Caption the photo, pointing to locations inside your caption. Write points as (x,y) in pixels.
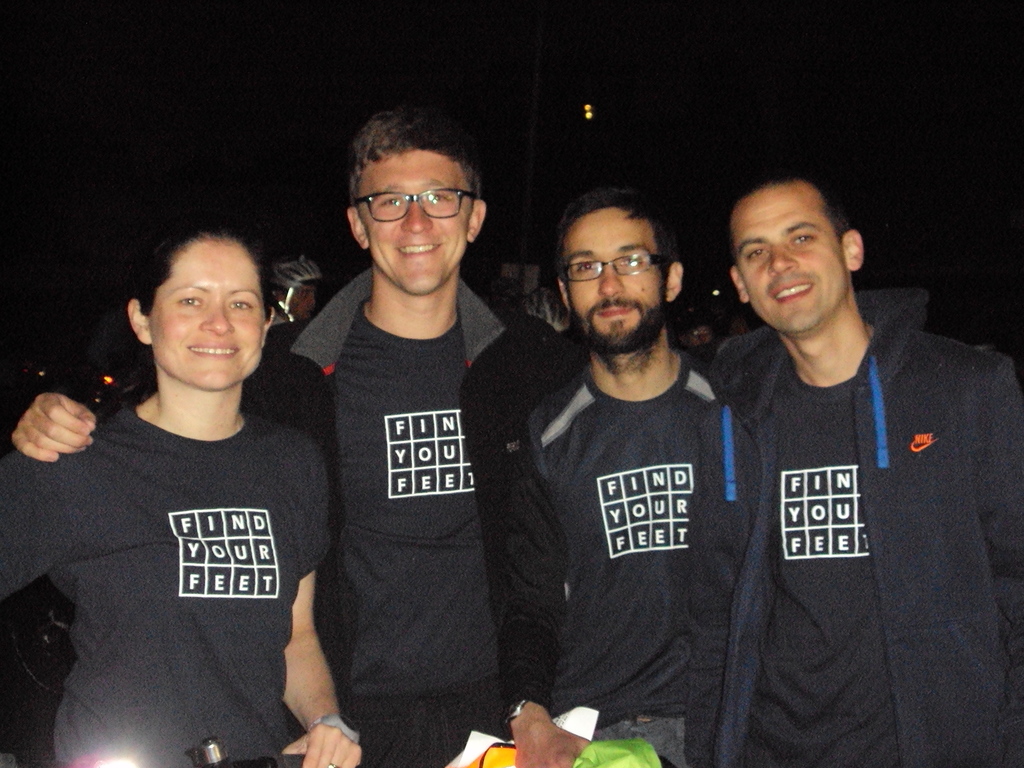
In this image I can see the people (506,435) with black color dress (425,450). These people (471,482) are smiling. I can see two person (455,293) with the specs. In the back (295,266) there is a person (286,293) wearing the helmet (292,279). And there is a black background (85,42).
